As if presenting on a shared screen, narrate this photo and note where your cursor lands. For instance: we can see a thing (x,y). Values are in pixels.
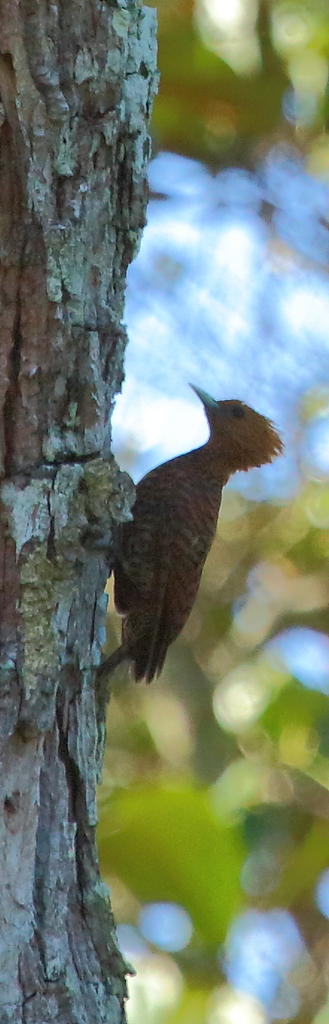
In this picture we can see a bird (149,552) on a tree trunk (94,369). In the background of the image (209,684) it is blurry.
